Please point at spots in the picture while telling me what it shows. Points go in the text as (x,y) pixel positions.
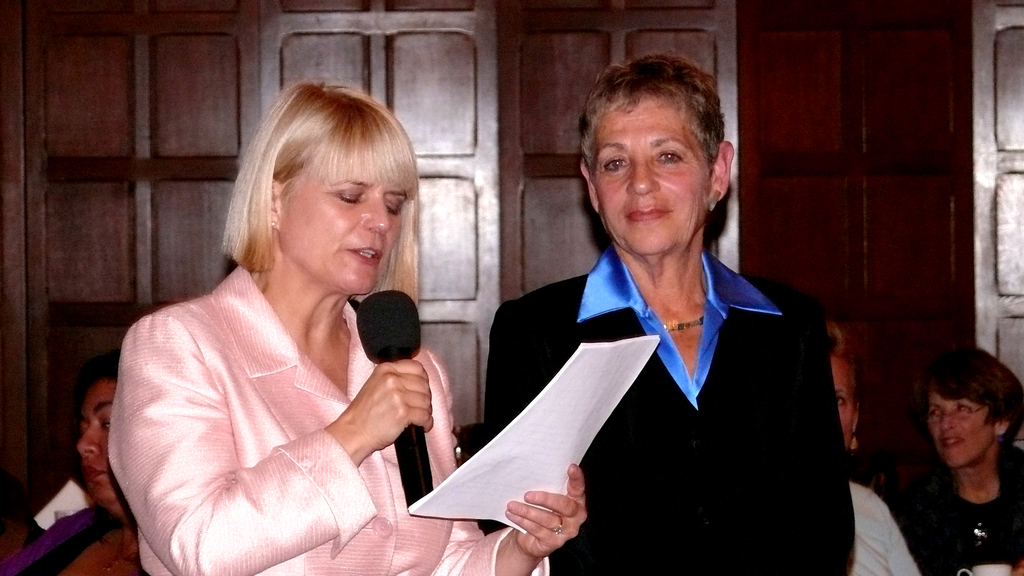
In this image i can see 2 women (282,305) standing. the woman (340,285) on the left side (282,305) is holding a microphone (426,441) and papers (467,510) in her hand (542,541). In the background (84,513) i can see few other people (110,487) sitting.
